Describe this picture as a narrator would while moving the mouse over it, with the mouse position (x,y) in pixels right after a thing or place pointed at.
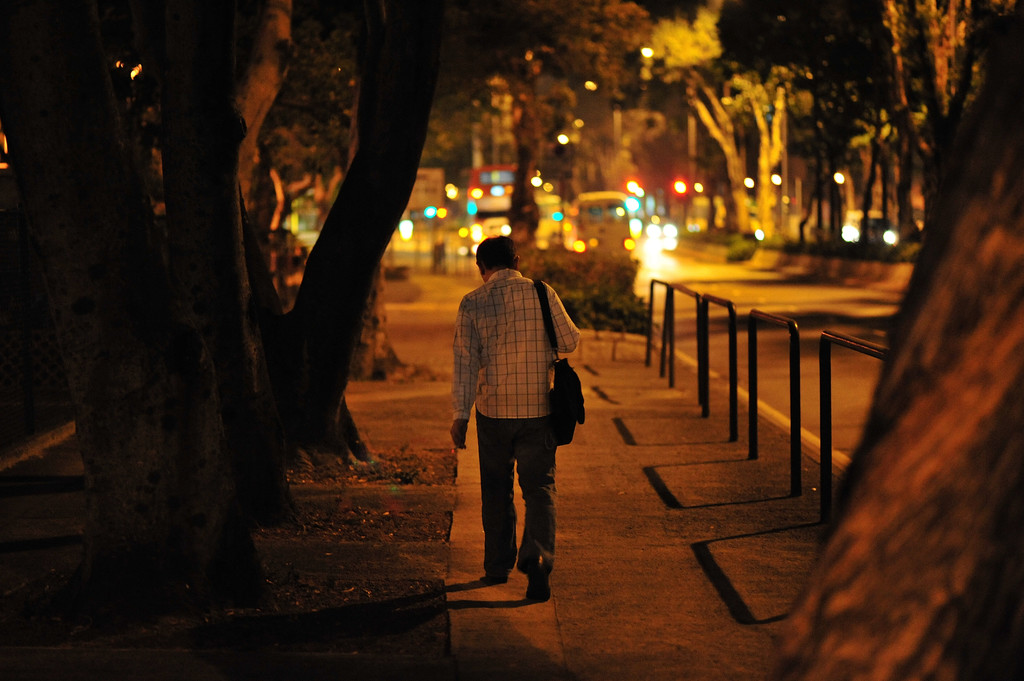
In this picture we can see a man (494,481) is walking on the path (472,526) and on the right side of man (481,318) there are iron rods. In front of the man (505,439) there are some vehicles (619,225) on the road (852,388) and trees (300,101).
